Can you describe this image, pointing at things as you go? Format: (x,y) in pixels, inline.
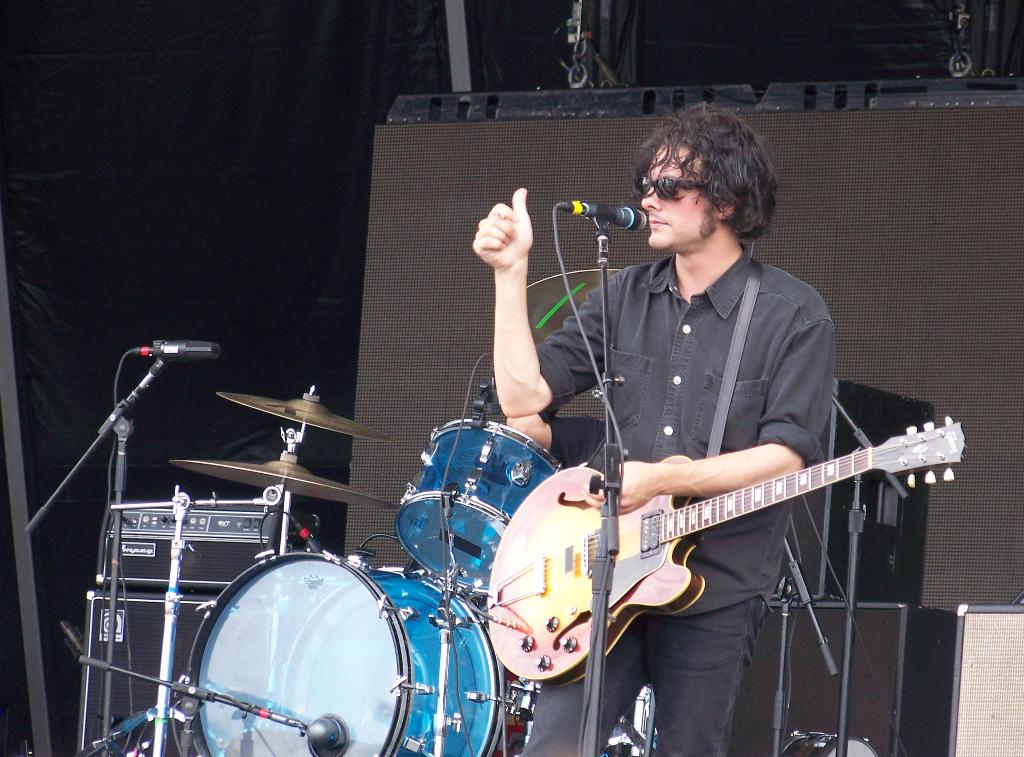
In this picture we can see a man (706,366), he wore spectacles (676,184), in front of him we can see few musical instruments (428,480) and microphones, in the background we can see few speakers (859,620).
